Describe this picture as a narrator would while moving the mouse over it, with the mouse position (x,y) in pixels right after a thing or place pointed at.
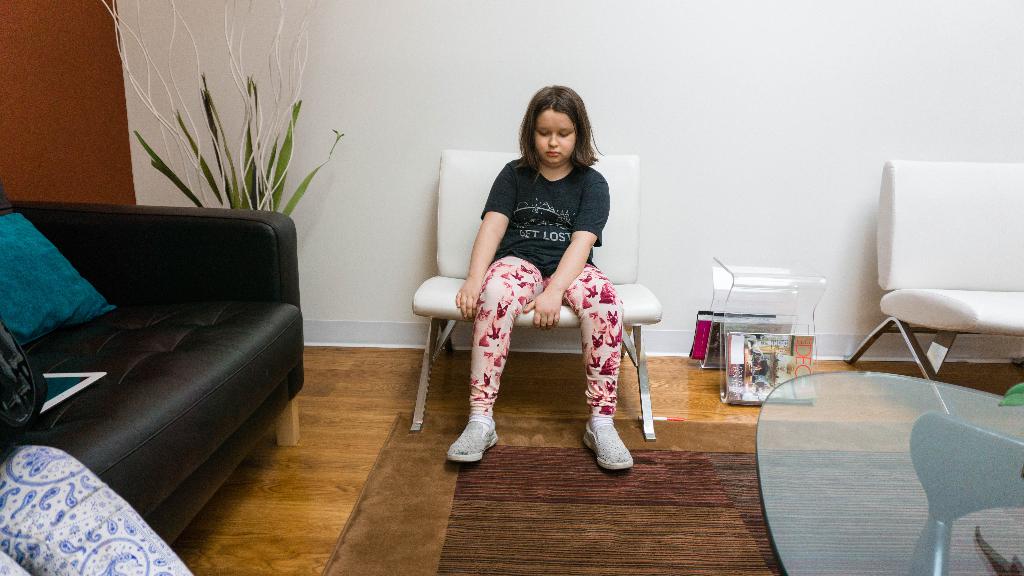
In this picture we can a see girl (557,261) sitting on chair (567,323) and beside to her we have sofa (76,356) pillows (55,280) on it, tree (291,124) and some stool (734,270), table (798,385) and in background (490,74) we can see wall (686,45).
